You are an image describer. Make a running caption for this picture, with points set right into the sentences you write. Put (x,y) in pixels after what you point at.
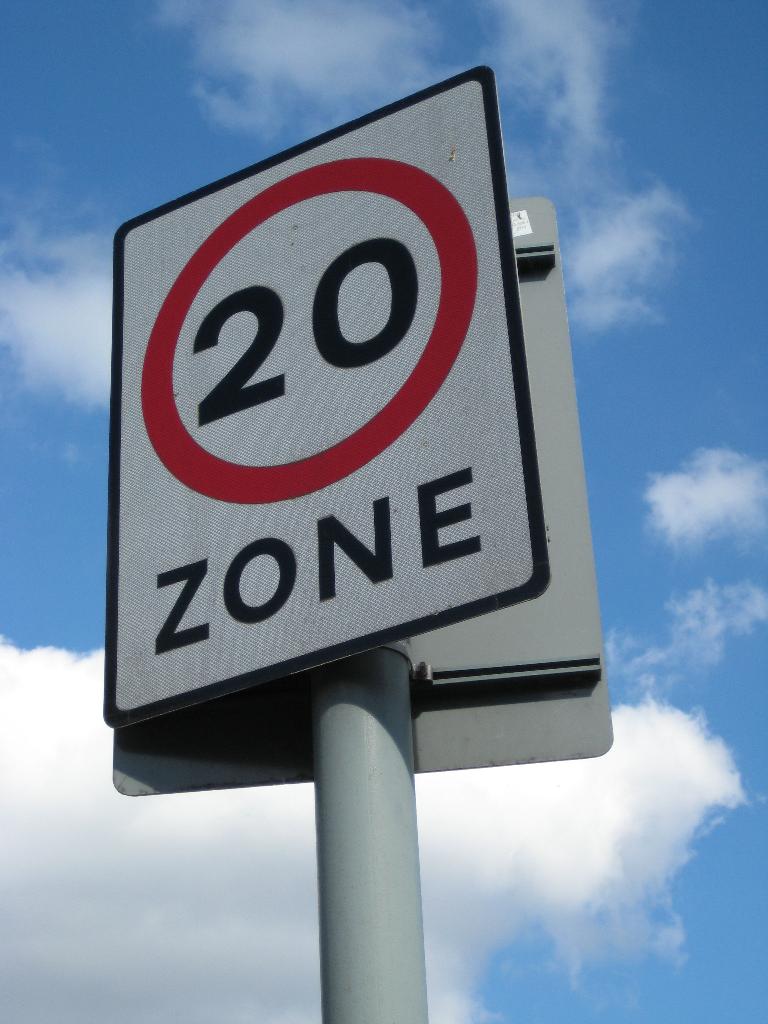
In this image we can see boards (355,468) on a pole (408,715). In the background (95,893) we can see clouds (74,851) in the sky (717,659).
